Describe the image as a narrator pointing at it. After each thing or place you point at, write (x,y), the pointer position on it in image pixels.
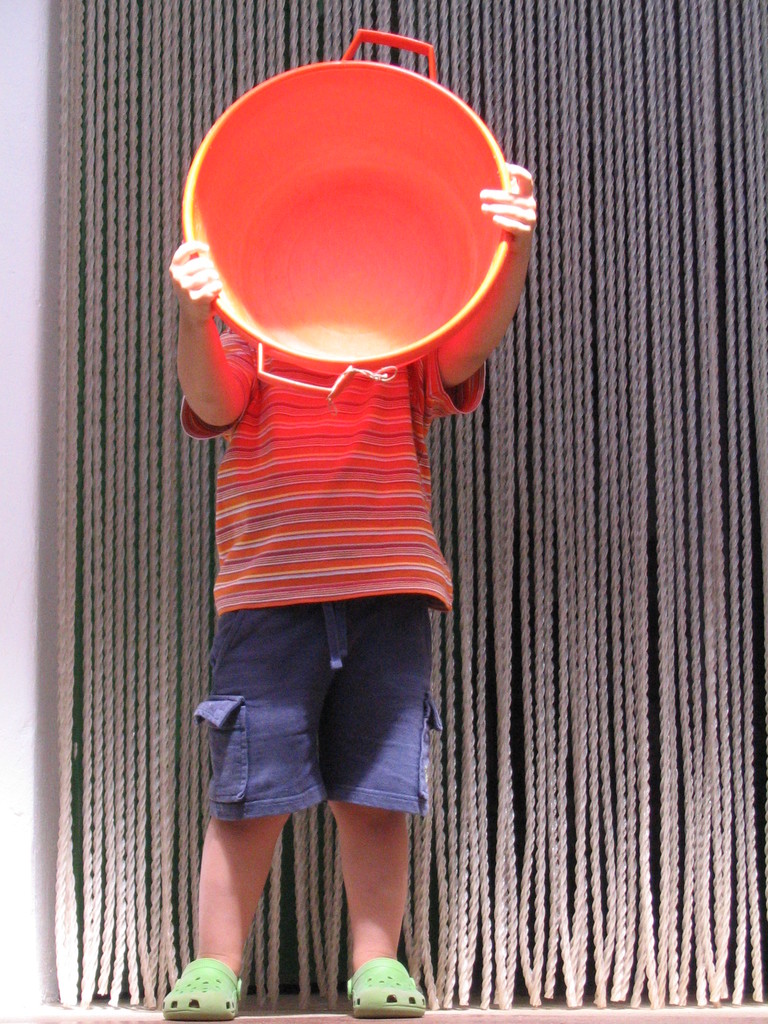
This picture seems to be clicked inside. In the center (384,424) there is a kid (305,454) wearing t-shirt (342,483), standing and holding a vessel (418,190). In the background (34,55) we can see the white color object (36,361) seems to be the wall (6,591) and we can see the hanging ropes (635,471).
